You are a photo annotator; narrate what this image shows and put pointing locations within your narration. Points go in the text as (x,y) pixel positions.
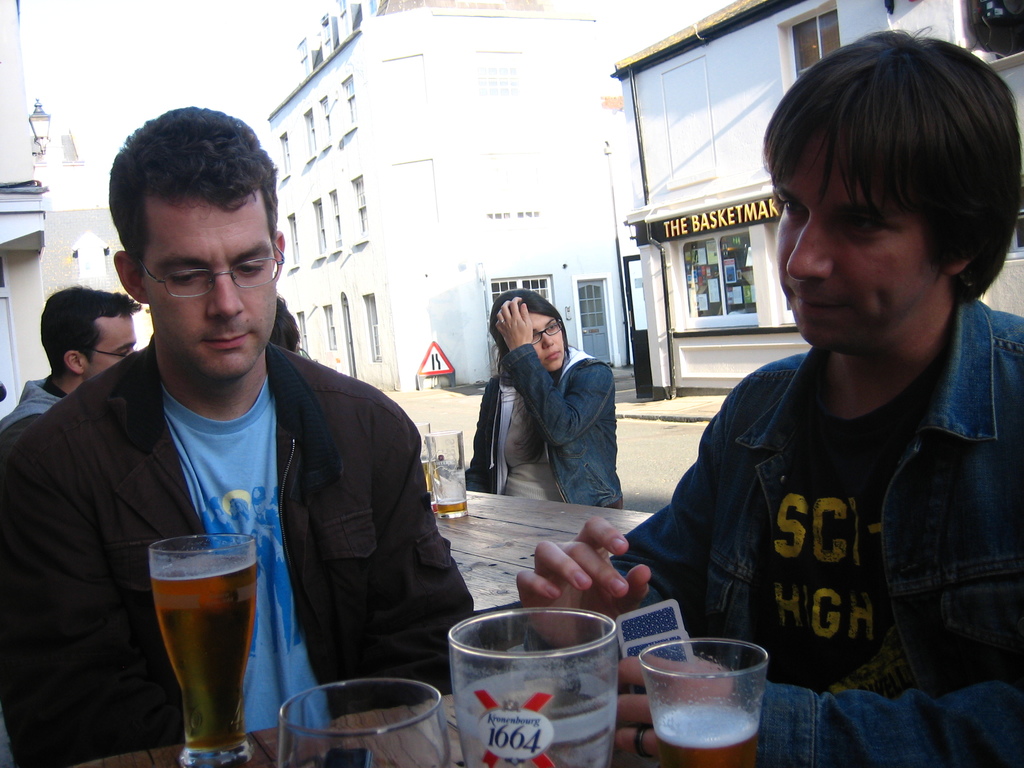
In this image we can see people (482,420) sitting and there are tables (482,536). There are glasses (205,707) placed on the tables (482,515). In the background (6,173) there are buildings (388,175) and sky (234,73).
